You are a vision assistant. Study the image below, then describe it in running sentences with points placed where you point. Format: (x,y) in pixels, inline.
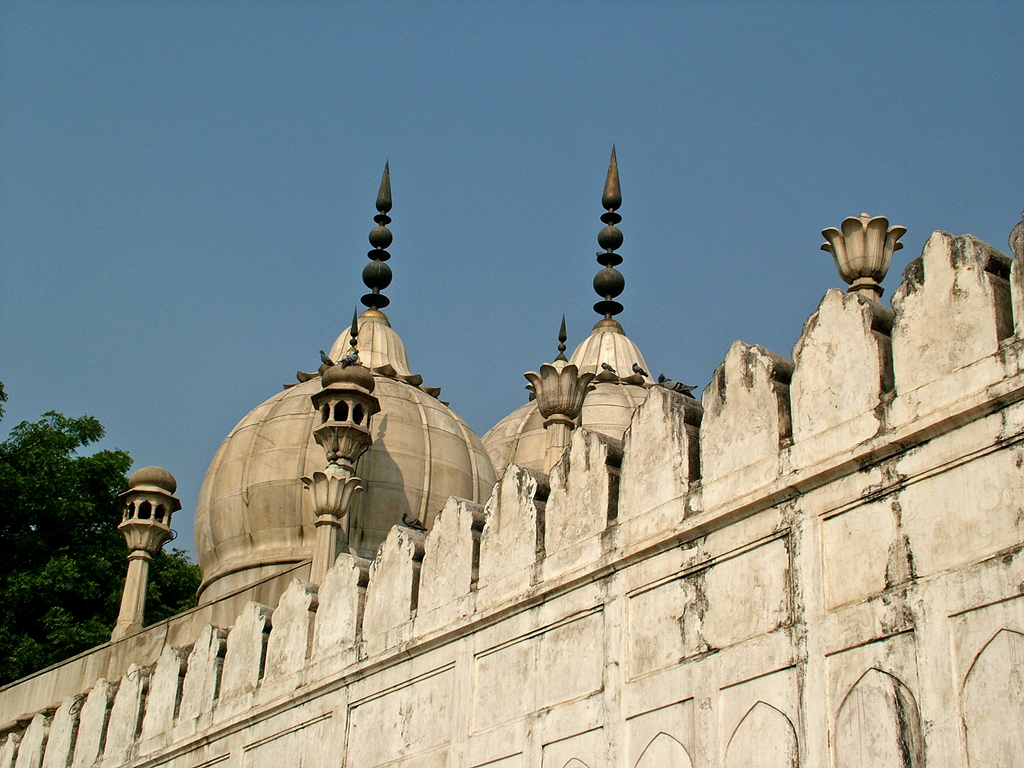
In the picture we can see a mosque (817,740), which is very old and behind it on the left hand side (105,540) we can see trees (189,588) and in the background (250,259) we can see a sky (394,287) which is blue in color.
